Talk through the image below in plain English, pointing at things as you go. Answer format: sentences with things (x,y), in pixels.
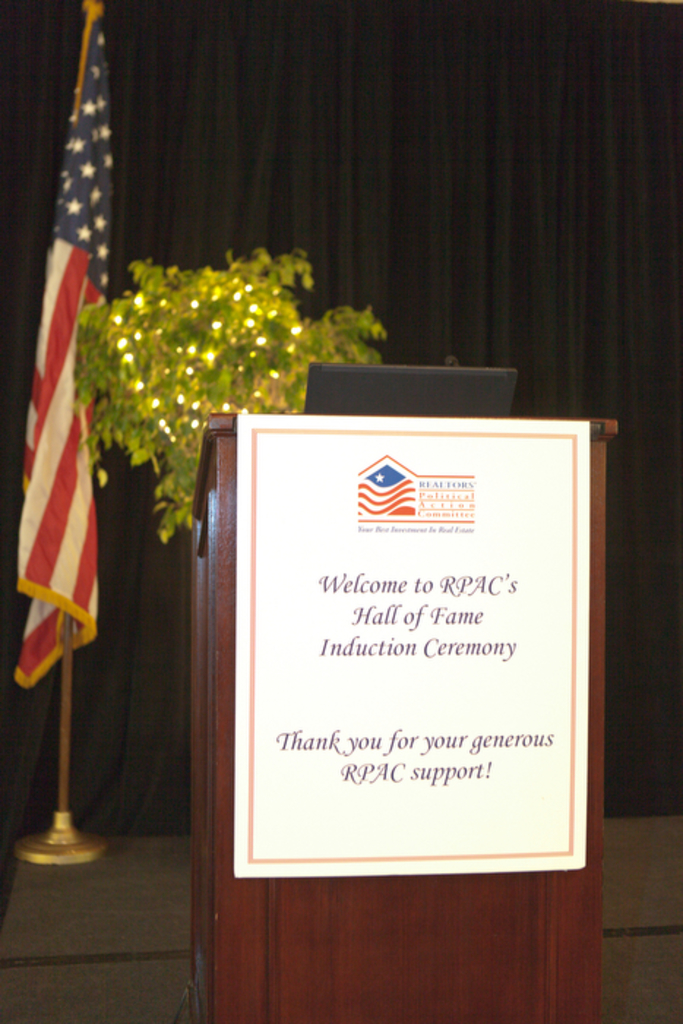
In this image, I can see a board (254,531) attached to the wooden podium (219,813). On the left side of the image (62,799), there is a flag (62,421) hanging to a pole (62,761) and a decorative plant (202,376). In the background (240,136), there is a black curtain (455,204).
